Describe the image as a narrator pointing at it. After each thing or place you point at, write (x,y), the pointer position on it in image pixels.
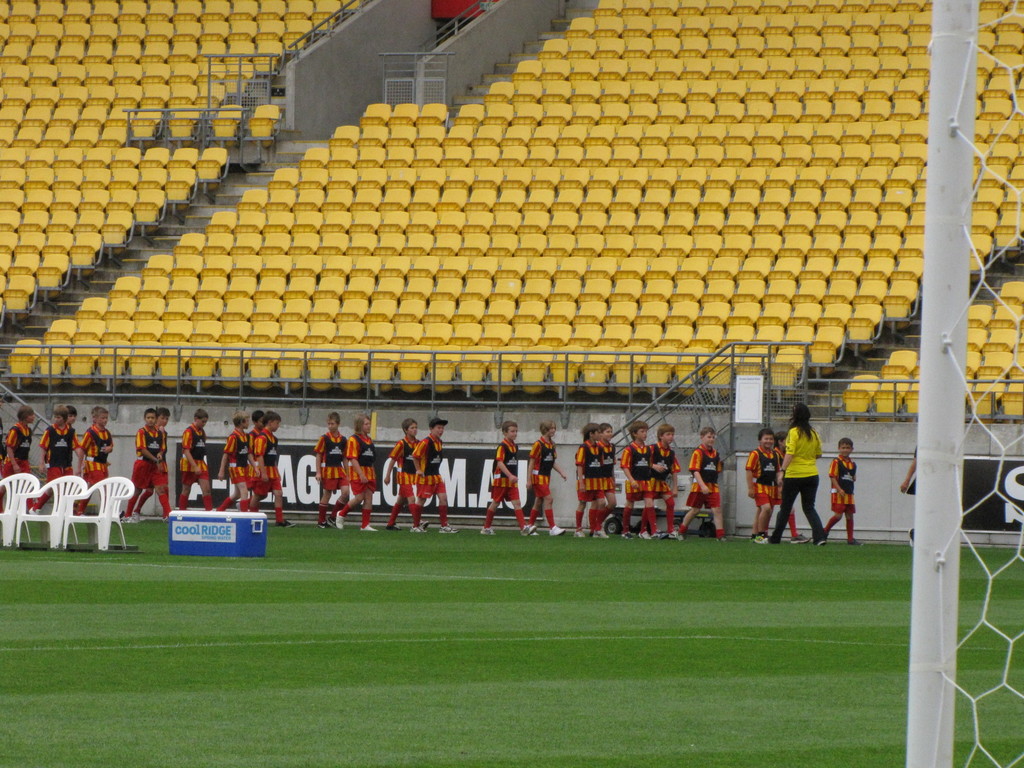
In the background (841,246) we can see yellow chairs (695,177). This is a hoarding (452,491). Here we can see people (431,475) in the same attire (617,460) and they are players (248,488). Here we can see a woman (783,470) wearing a yellow t-shirt (798,467). Here we can see three chairs (103,520) and blue object (174,523) on the ground (676,579). At the right side of the image (947,602) we can see a pole (947,450) and net (940,568) in white color.
